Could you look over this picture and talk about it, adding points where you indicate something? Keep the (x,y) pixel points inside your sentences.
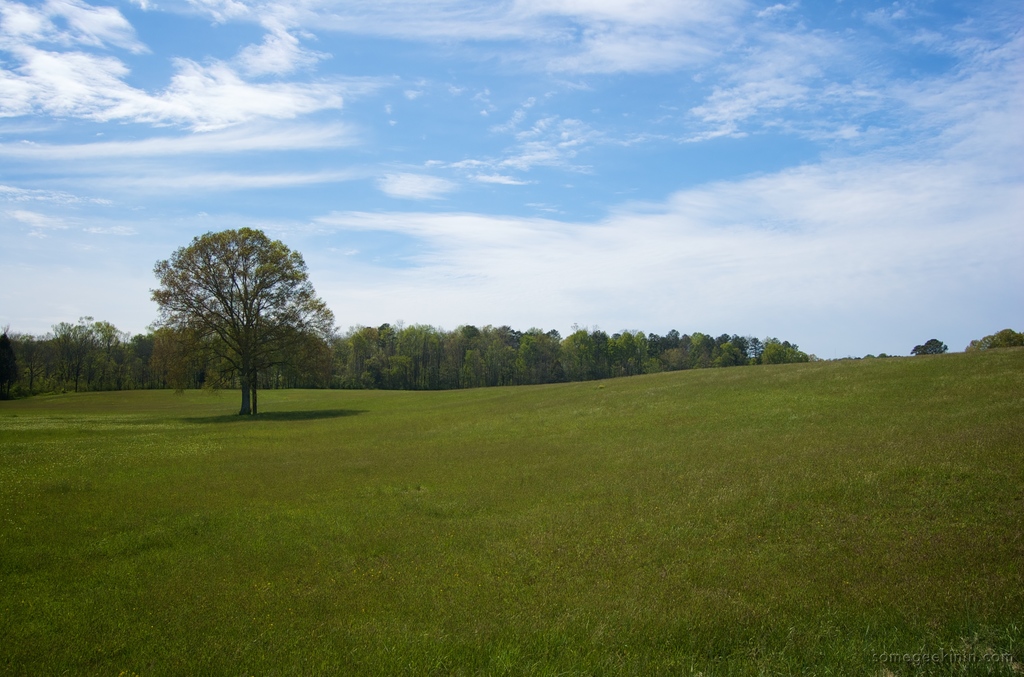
In this image we can see trees (286,350), grass (520,400) and in the background (485,106), we can see the sky (592,121).
